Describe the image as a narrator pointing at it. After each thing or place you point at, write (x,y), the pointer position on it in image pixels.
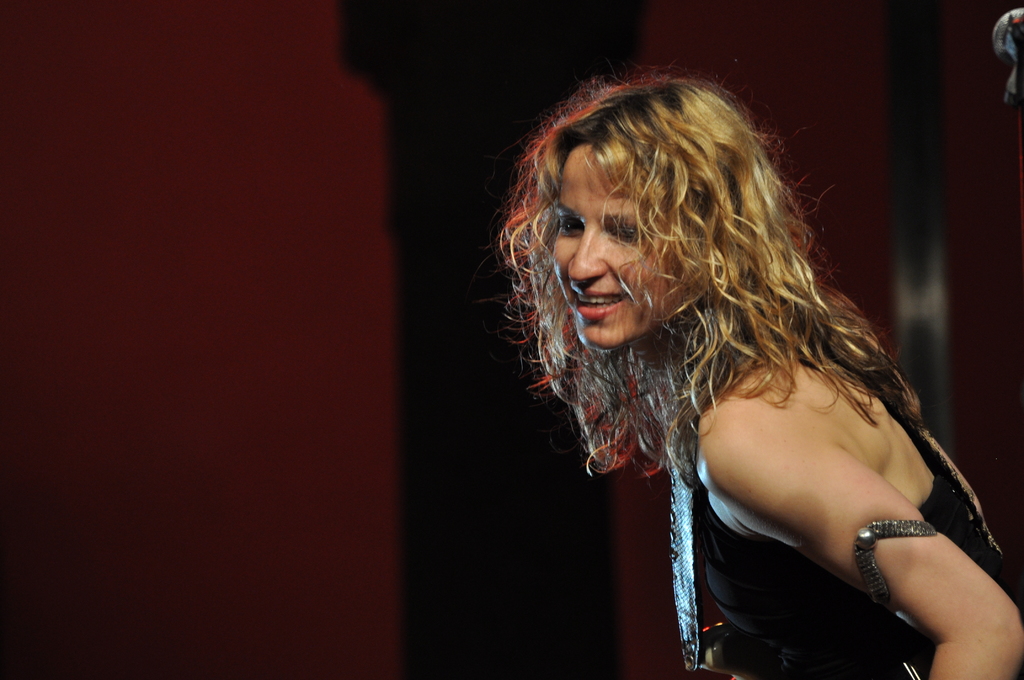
In this image we can see a woman (774,368) smiling.
